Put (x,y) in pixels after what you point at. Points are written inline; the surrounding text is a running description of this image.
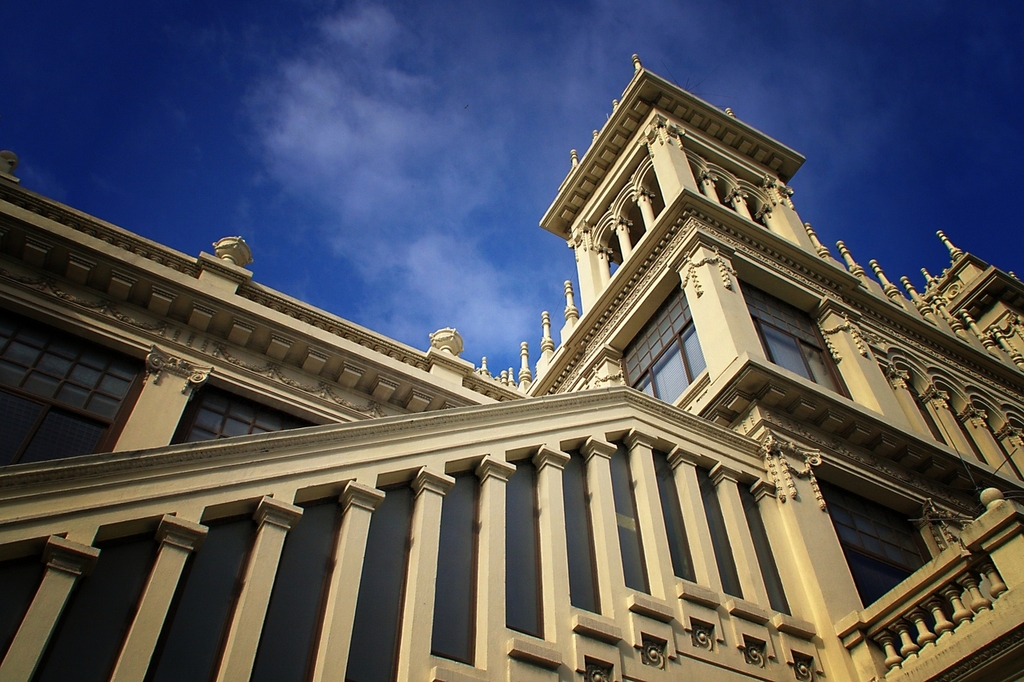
In this image we can see a building (544,344). At the top (325,75) we can see the sky (509,153).
